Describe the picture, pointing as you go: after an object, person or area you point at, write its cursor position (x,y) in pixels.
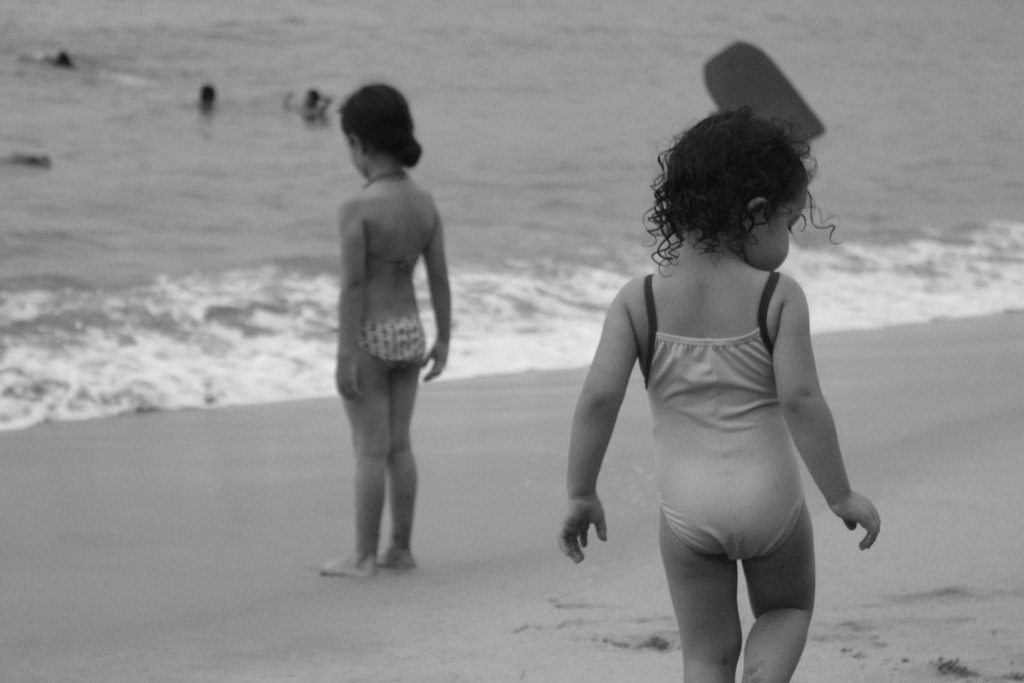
This is a black and white image. In this image we can see two children (637,312) standing on the seashore (459,403). We can also see some people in a water body (498,258).
